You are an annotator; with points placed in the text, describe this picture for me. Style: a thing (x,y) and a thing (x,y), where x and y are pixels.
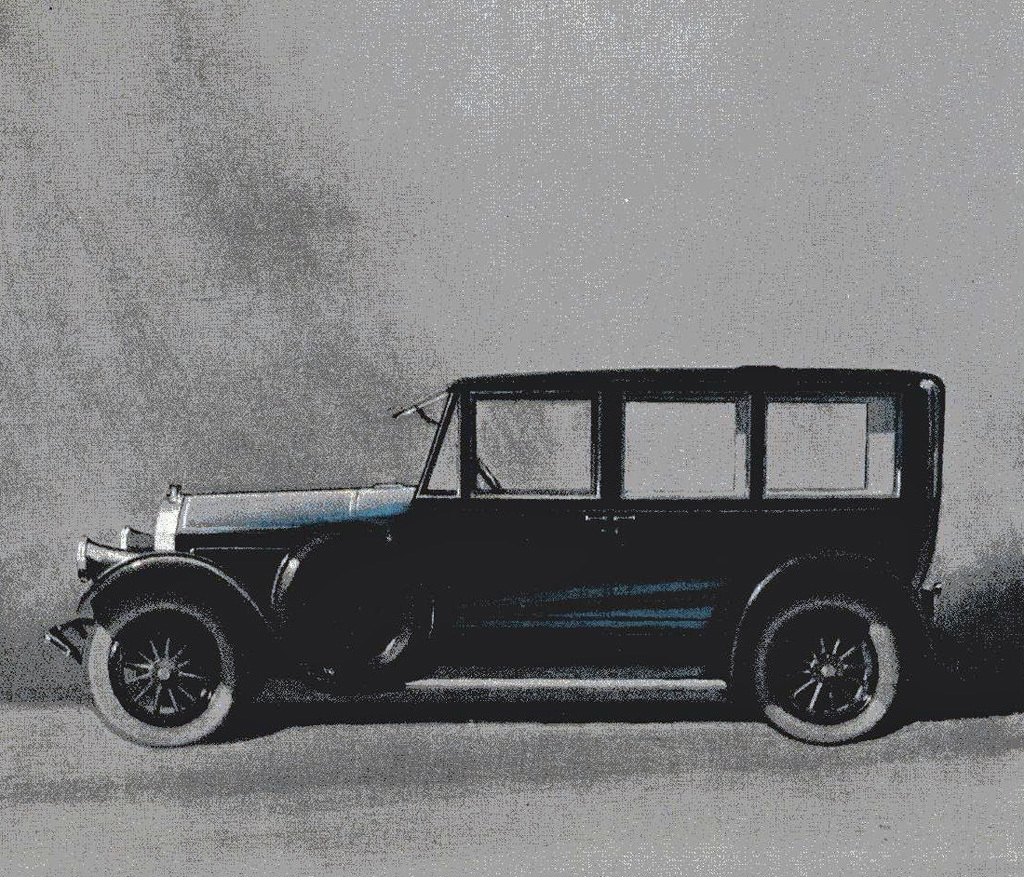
The picture is a photograph. In the center of the picture (554,490) we can see a car (399,531). At the top (312,177) and the bottom it is grey in color.
